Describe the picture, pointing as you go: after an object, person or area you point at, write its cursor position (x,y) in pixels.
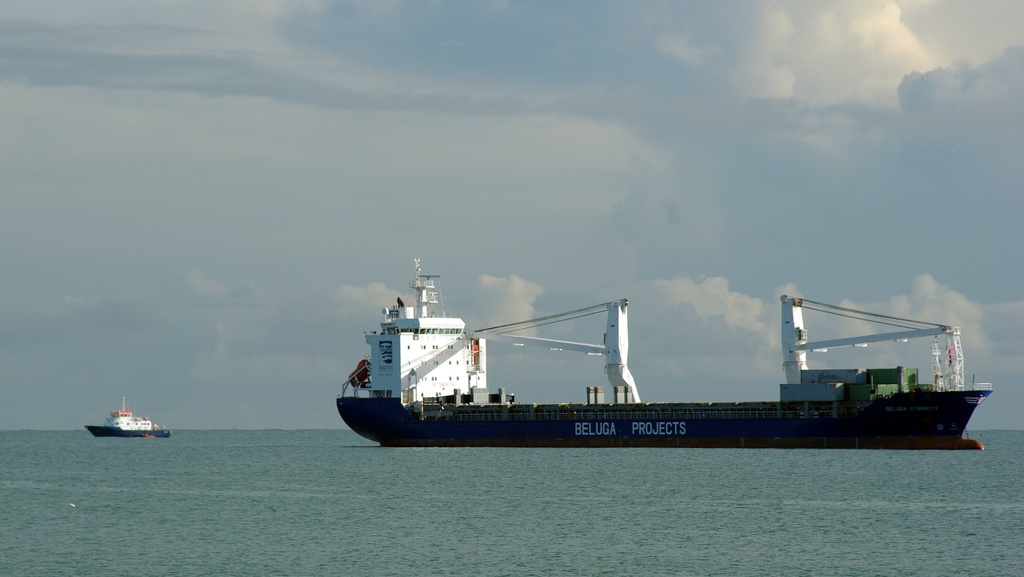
In this picture, there is an ocean (639,565). Towards the right (865,412), there is a ship (405,414). Before it, there is another small ship (114,432). On the top (511,116), there is a sky (582,201) with clouds (523,192).
